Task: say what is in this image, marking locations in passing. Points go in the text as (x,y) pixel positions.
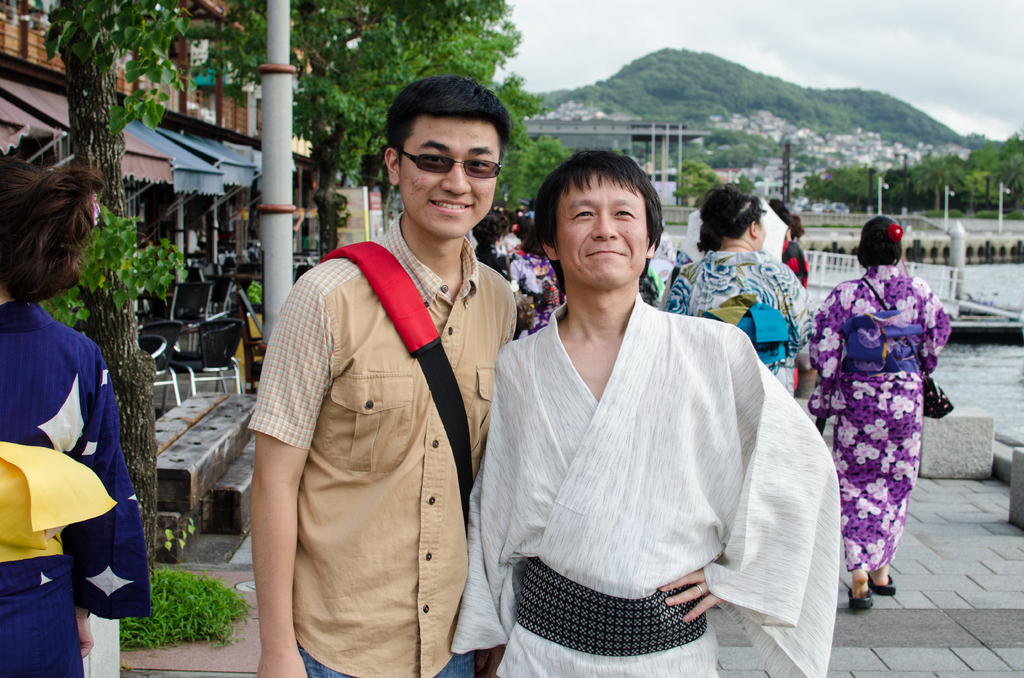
In this image we can see some group of persons (520,265) standing and walking on the floor (963,643), at the foreground of the image (707,388) there are two persons (528,458) wearing brown and white color dress (482,466) respectively, person (380,402) wearing brown color dress (406,422) carrying bag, posing for a photograph and at the background of the image (505,185) there are some houses (177,115), trees (65,21), bridge (936,253), water (993,396), mountain (710,81) and cloudy sky (763,67).
